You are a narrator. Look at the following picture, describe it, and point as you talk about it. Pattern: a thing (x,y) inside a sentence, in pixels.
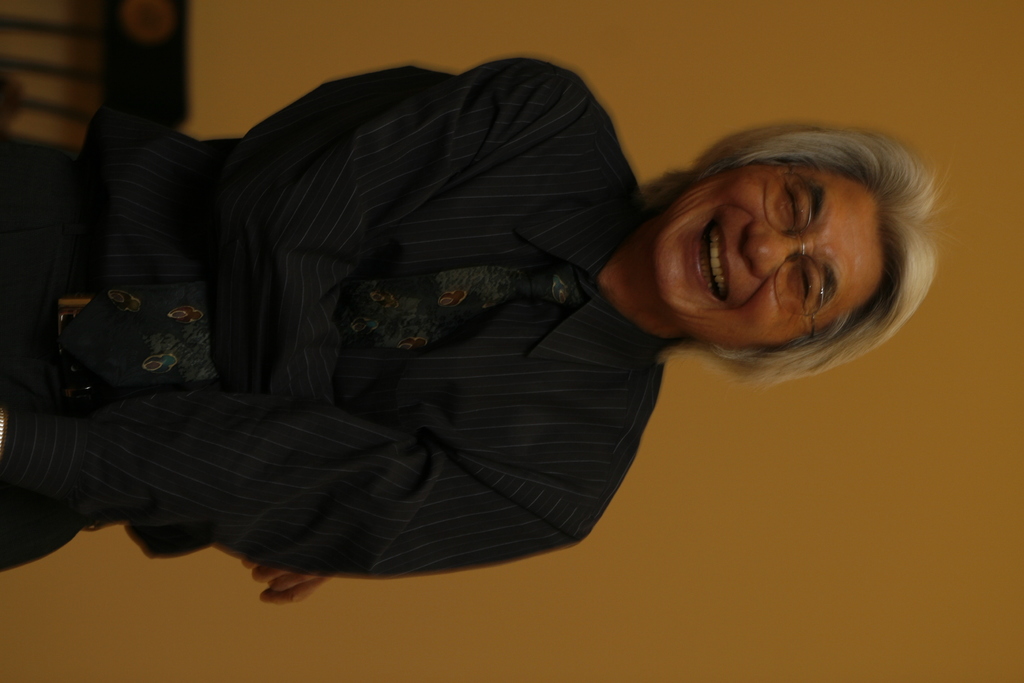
Here in this picture we can see a person (552,332) standing over a place and we can see the person (455,437) is wearing spectacles (781,303) and smiling.
